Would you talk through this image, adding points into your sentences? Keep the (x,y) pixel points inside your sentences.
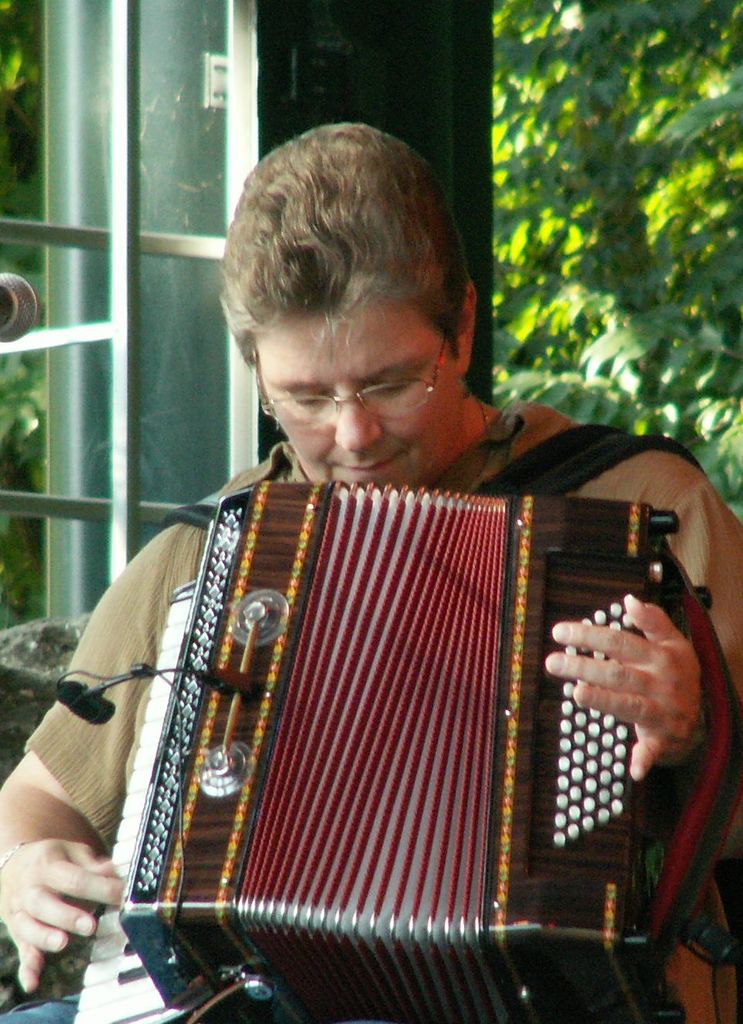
In this image I can see a person (242,209) holding a musical instrument (249,733) and the person (133,591) is wearing beige shirt (124,591). Background (186,118) I can see a window (224,83) and trees (562,246) in green color.
